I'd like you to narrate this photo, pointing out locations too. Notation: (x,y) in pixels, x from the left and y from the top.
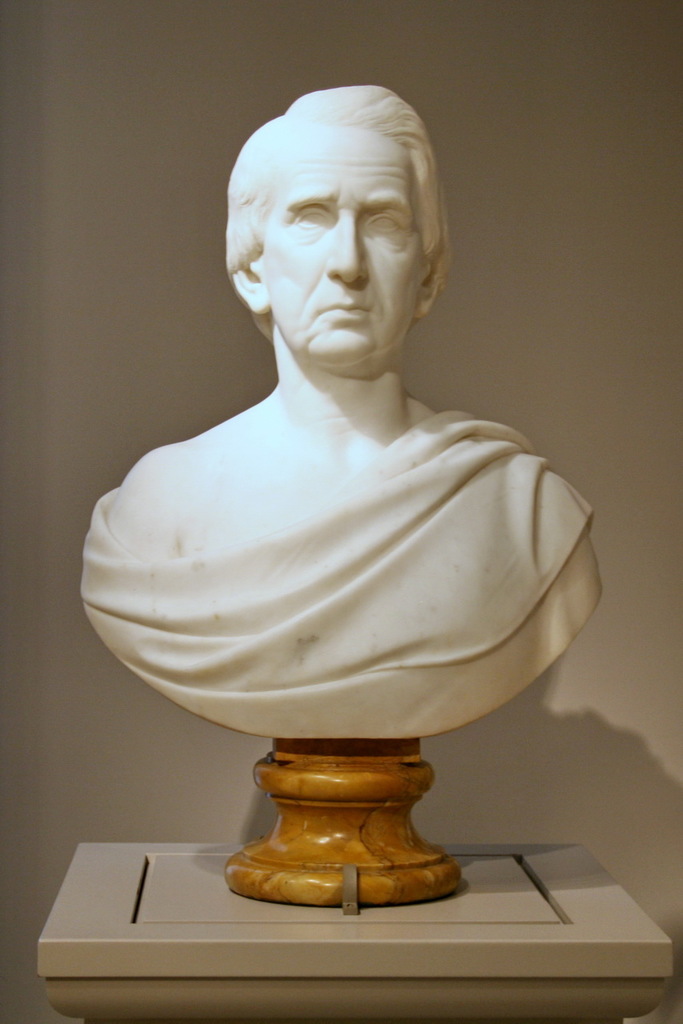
In this picture we can see a statue (344,676) on a stand (349,836) and in the background (260,36) we can see the wall (461,348).
